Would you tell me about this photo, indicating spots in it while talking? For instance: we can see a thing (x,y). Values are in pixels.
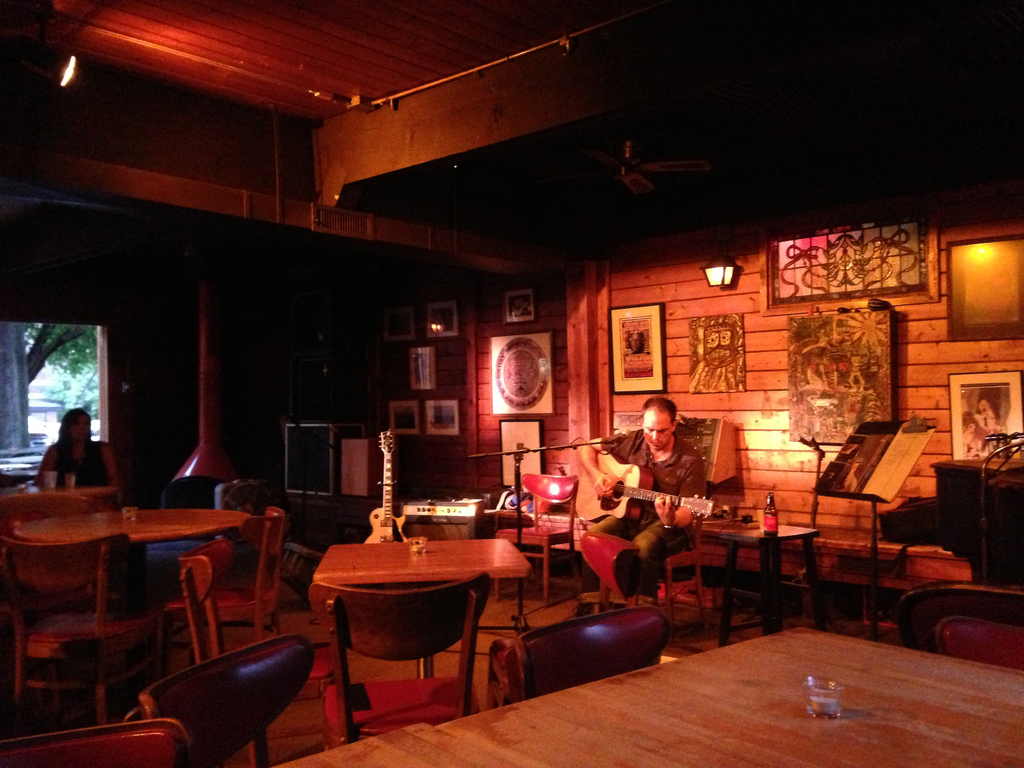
In this image I can see the person (654,463) is holding the guitar (610,509) and sitting on the chair (690,561). I can see the mic (616,438), stand (520,508), few chairs (515,665), tables (441,550), lights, musical instruments (396,539), trees (78,344), few objects (767,506) around. I can see one person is sitting on the chair (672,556).
